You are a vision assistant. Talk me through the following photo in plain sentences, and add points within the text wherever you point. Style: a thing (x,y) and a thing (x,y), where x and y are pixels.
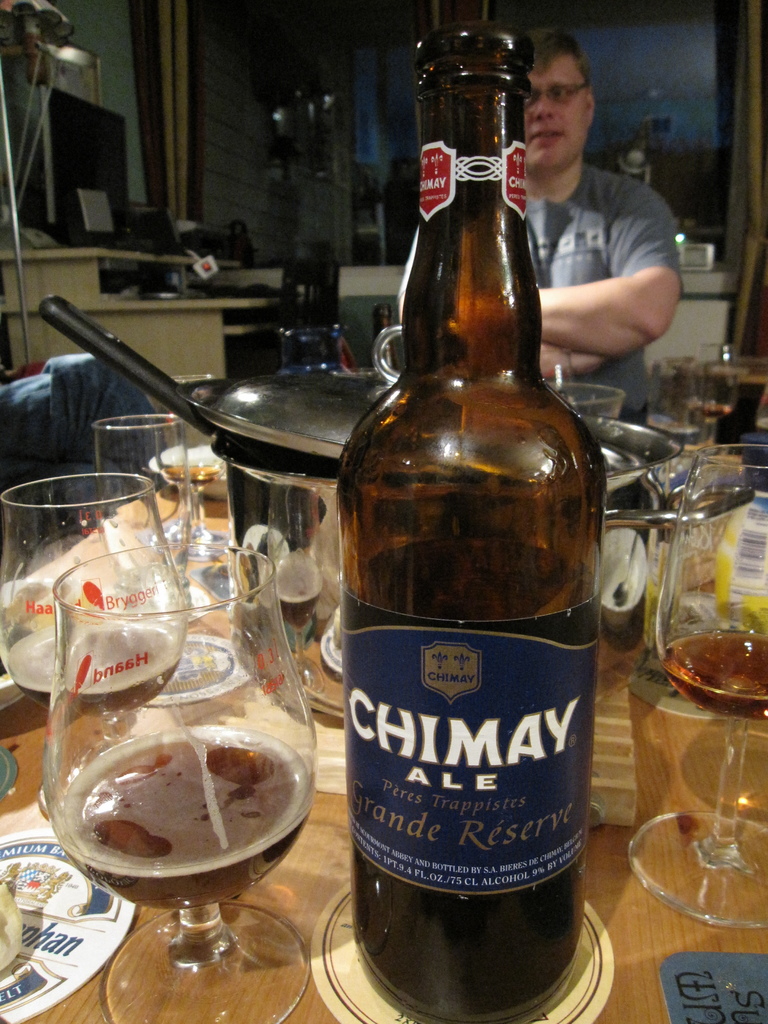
In the image we can see there is a beer bottle (475,585) and a glass (242,721) in which beer (199,834) is filled and a vessel (341,555) and a pan (246,439) on it and there is a man (584,351) standing over here.
